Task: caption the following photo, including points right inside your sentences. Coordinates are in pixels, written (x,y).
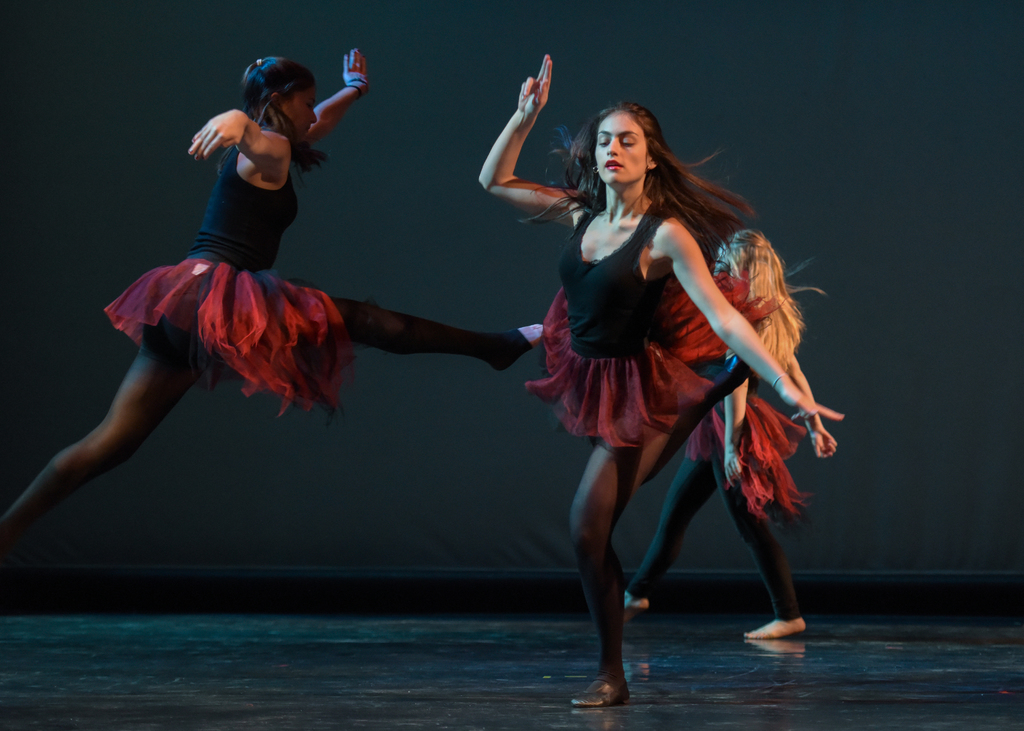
In this image we can see three girls (739,301) are dancing on the floor (339,648). The background (400,521) is black.
